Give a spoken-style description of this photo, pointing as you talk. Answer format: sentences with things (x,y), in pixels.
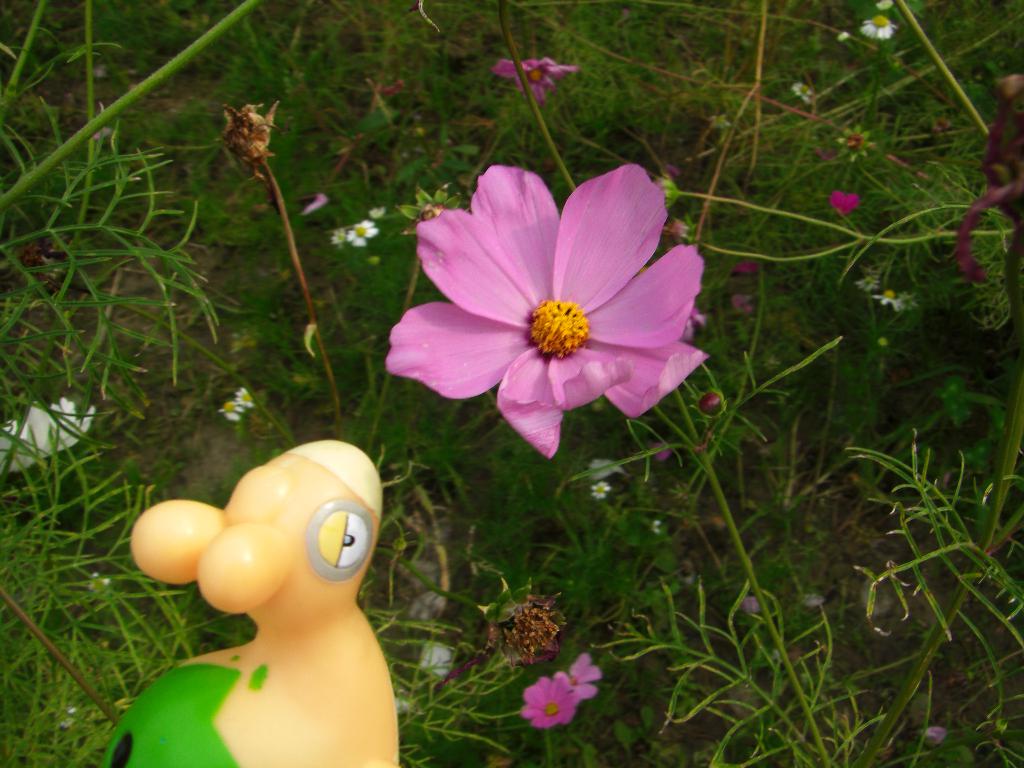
In this image we can see one toy (209,564), some different plants (436,226) with different flowers (340,231) and some grass (408,247) on the ground (206,373).
